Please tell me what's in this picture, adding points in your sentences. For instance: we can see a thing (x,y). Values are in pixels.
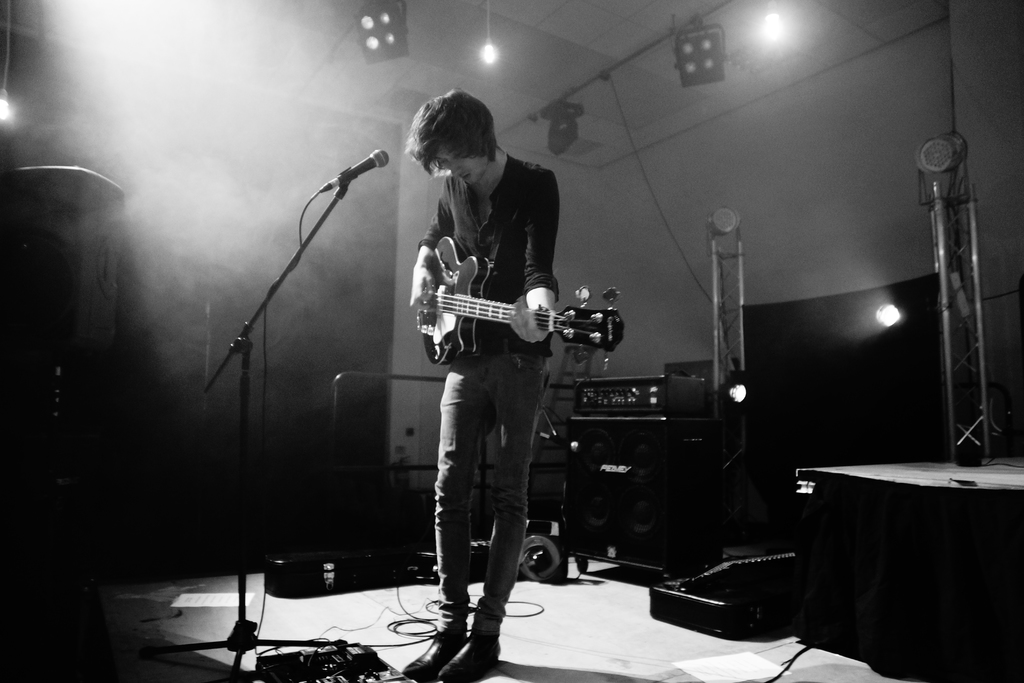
A black and white picture. This man (500,399) is playing a guitar (446,295) in-front of mic (347,176). On top (679,64) there are lights (705,59). This is a sound box (637,490).
